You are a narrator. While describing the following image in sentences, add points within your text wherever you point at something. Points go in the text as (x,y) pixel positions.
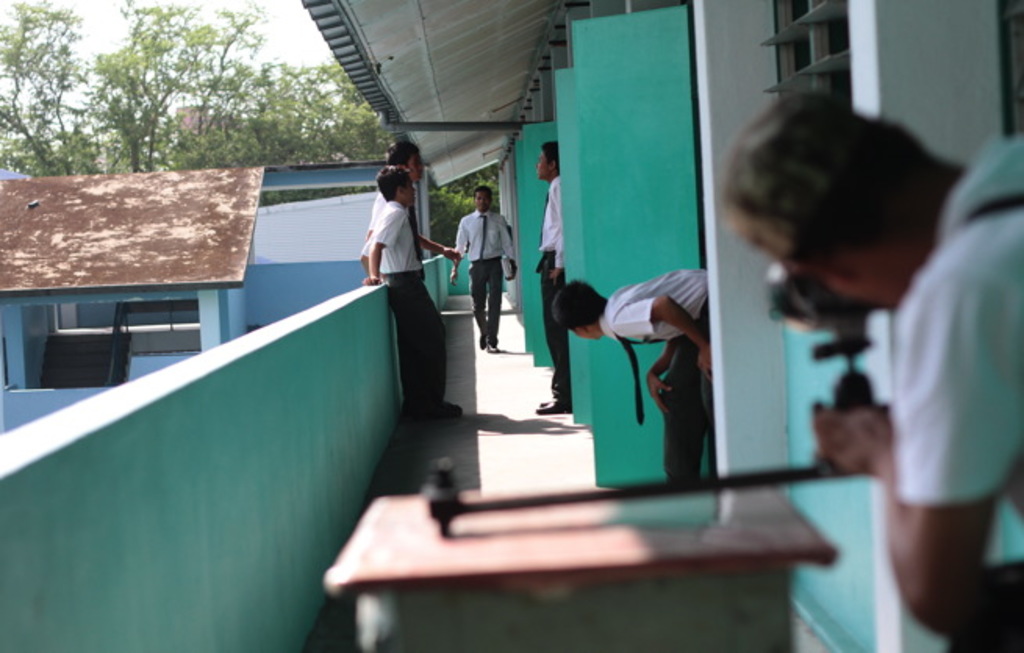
In this image I can see few buildings (520,107), windows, trees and few people (398,200). They are wearing black and white color dresses (704,398). In front (854,436) I can see the person hand (851,421) on the object (852,395). The sky (293,37) is in white color.
